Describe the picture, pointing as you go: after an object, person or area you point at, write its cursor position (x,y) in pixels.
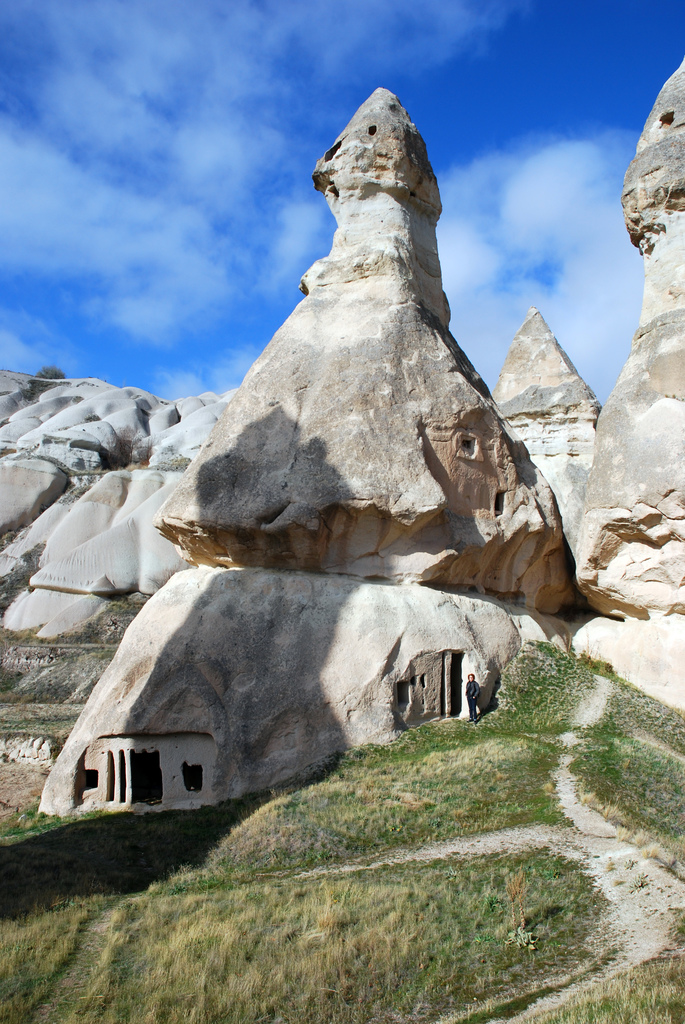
There is a grassy land (407,873) at the bottom of this image (211,993) and there is one person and some mountains (485,627) are present in the middle of this image (330,449), and there is a cloudy sky (207,263) at the top of this image (244,149).
